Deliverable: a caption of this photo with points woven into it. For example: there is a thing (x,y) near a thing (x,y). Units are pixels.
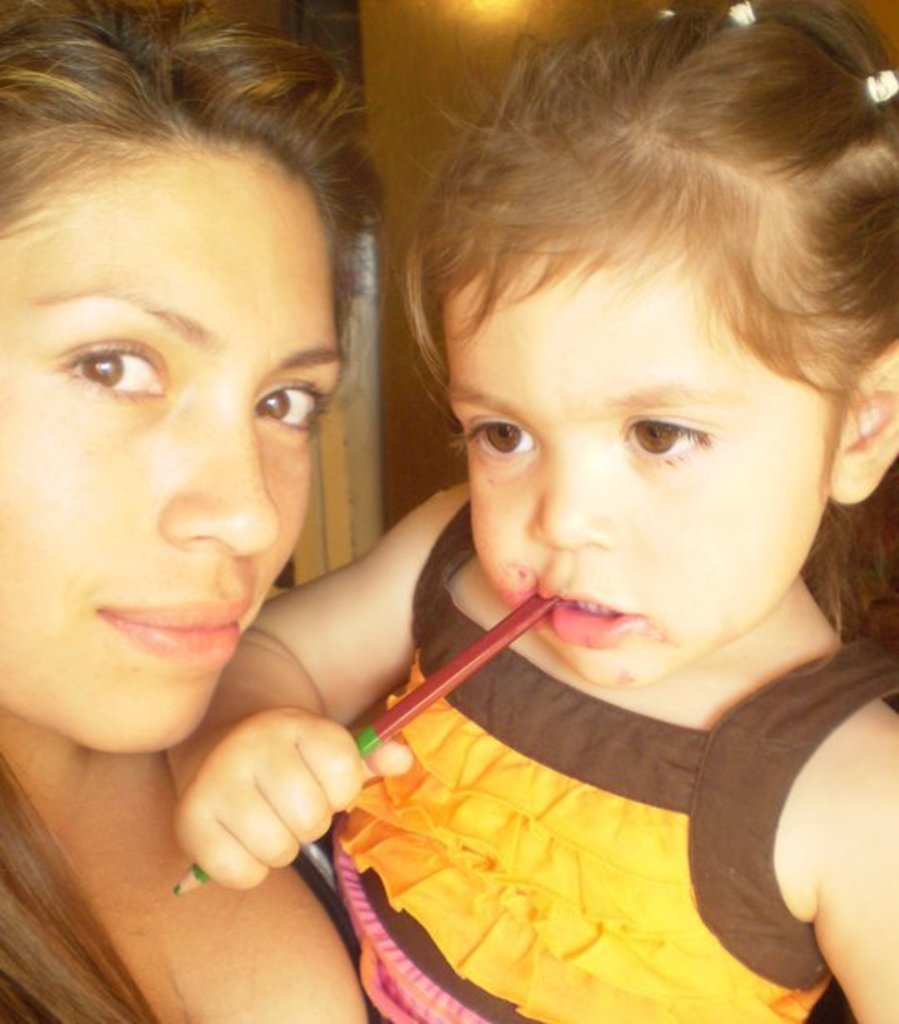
In this picture we can see a woman (46,345) standing in the front (322,819) and holding the small girl (477,773) in her hand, smiling and giving a pose to the camera.
